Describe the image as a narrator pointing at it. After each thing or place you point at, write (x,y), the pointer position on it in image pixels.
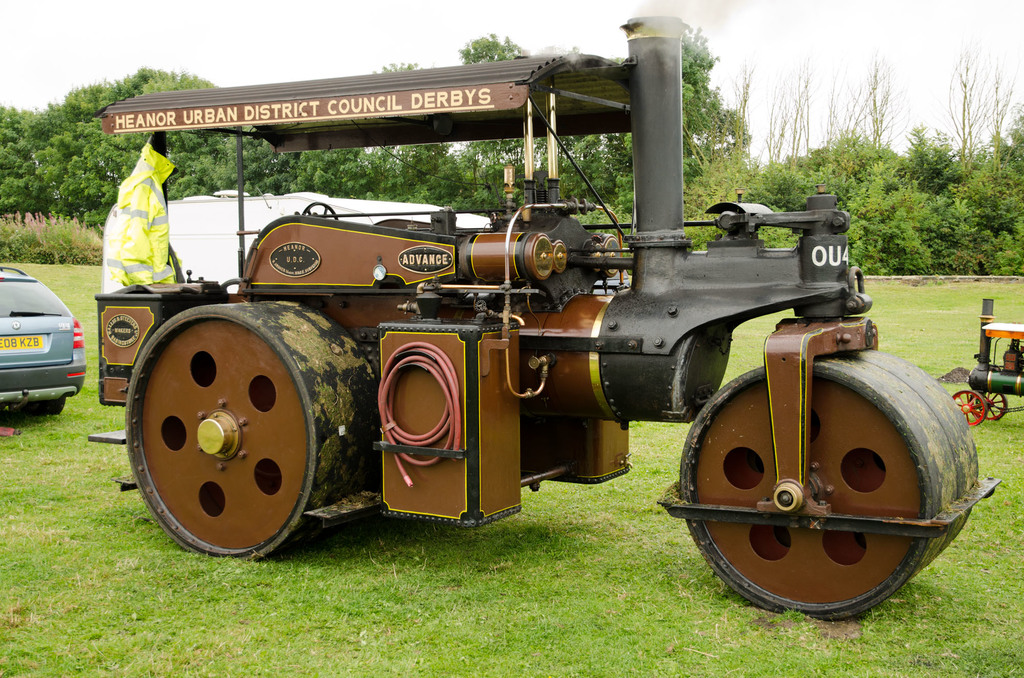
In this image there are a few vehicles (368,438) on the grass (910,330), a tent house (220,269), trees (903,259) and the sky (810,75).
